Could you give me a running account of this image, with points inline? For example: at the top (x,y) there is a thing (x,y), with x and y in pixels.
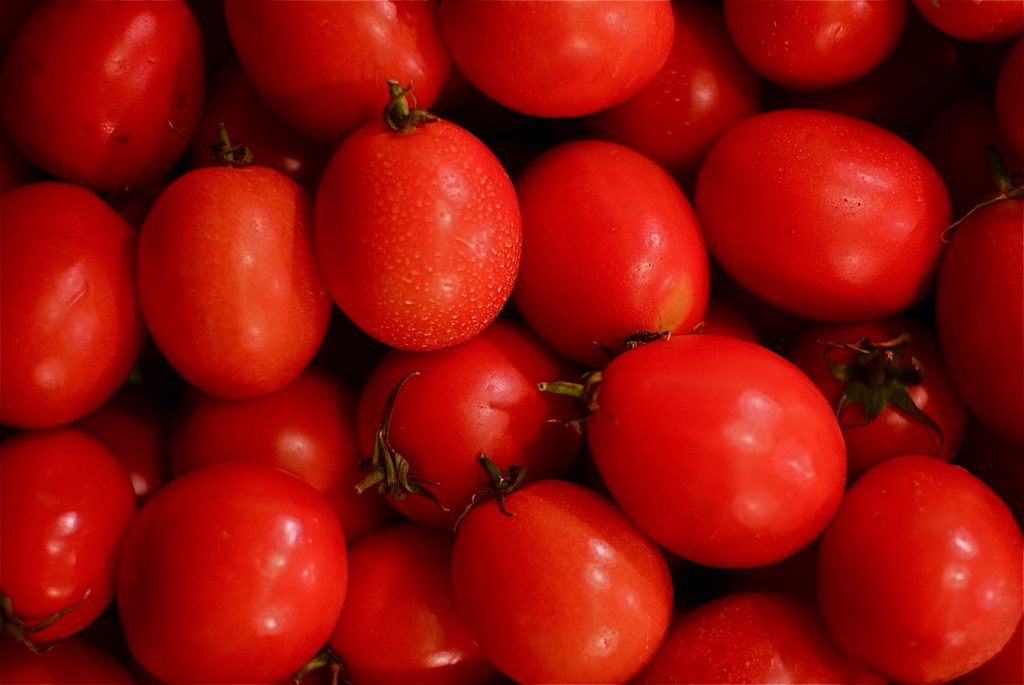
In this image I can see the fruits (443,302) which are in red color. And there are the green color leaves (871,382) to the top of the fruits (739,431).
